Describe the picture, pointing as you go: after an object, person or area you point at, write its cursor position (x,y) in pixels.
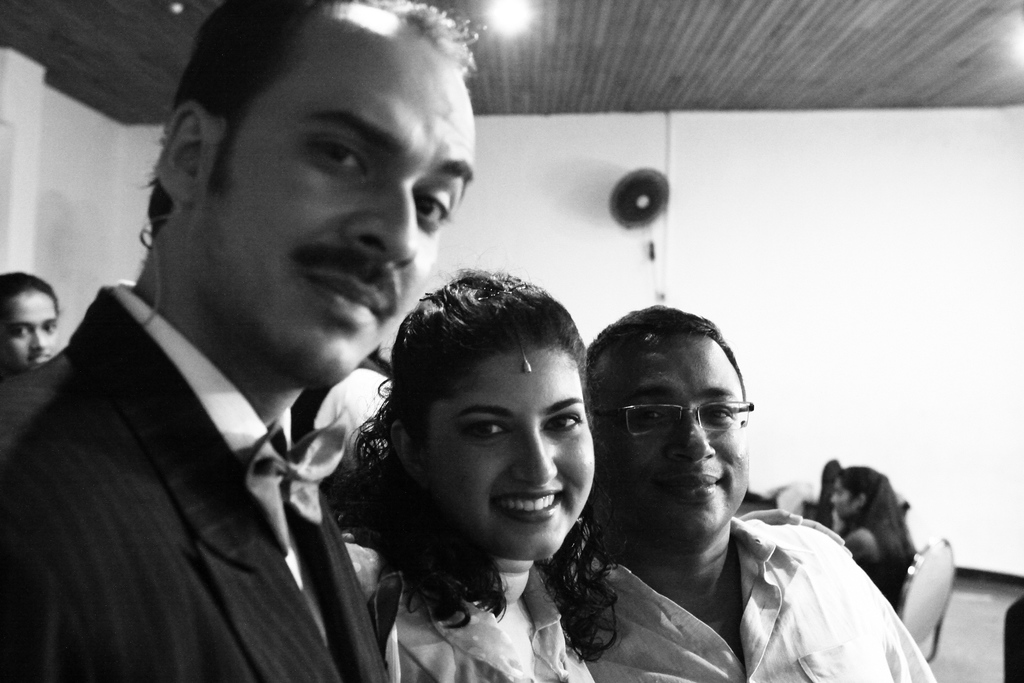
This is a black and white image. In front of the image there are three persons (709,568) standing. There is a man (616,425) with spectacles (711,424). Behind him there is a person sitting on a chair (946,567). And on the left side of the image (25,315) behind the man (57,425) there is a person (19,354). In the background (587,141), on the wall (679,205) there is a fan (622,207). At the top of the image (629,56) there is a ceiling (811,61) with lights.
